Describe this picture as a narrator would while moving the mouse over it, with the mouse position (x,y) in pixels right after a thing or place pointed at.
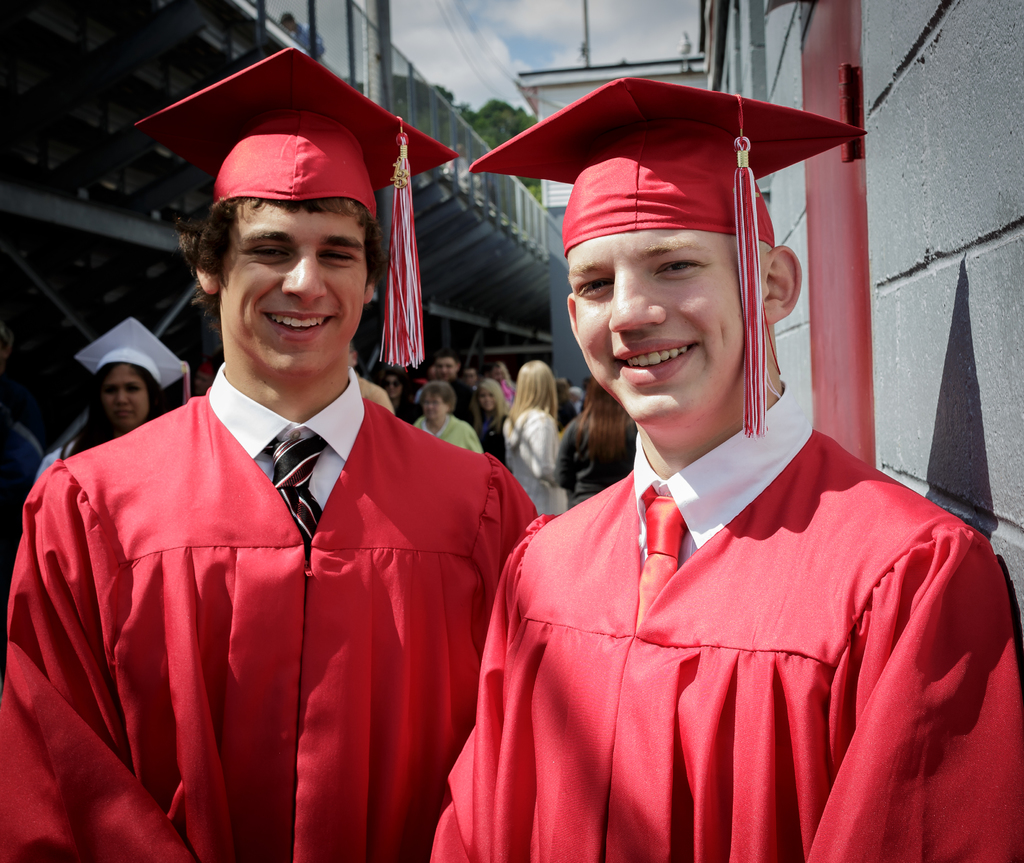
There are two persons (357,608) standing and wearing cap (306,126). They are smiling. In the background (557,393) there are many people (523,412). On the right side (917,283) there is a wall (928,252). On the left side (80,195) there is a bridge (137,43) with railing (373,49). In the background (447,25) there is sky (447,25).
